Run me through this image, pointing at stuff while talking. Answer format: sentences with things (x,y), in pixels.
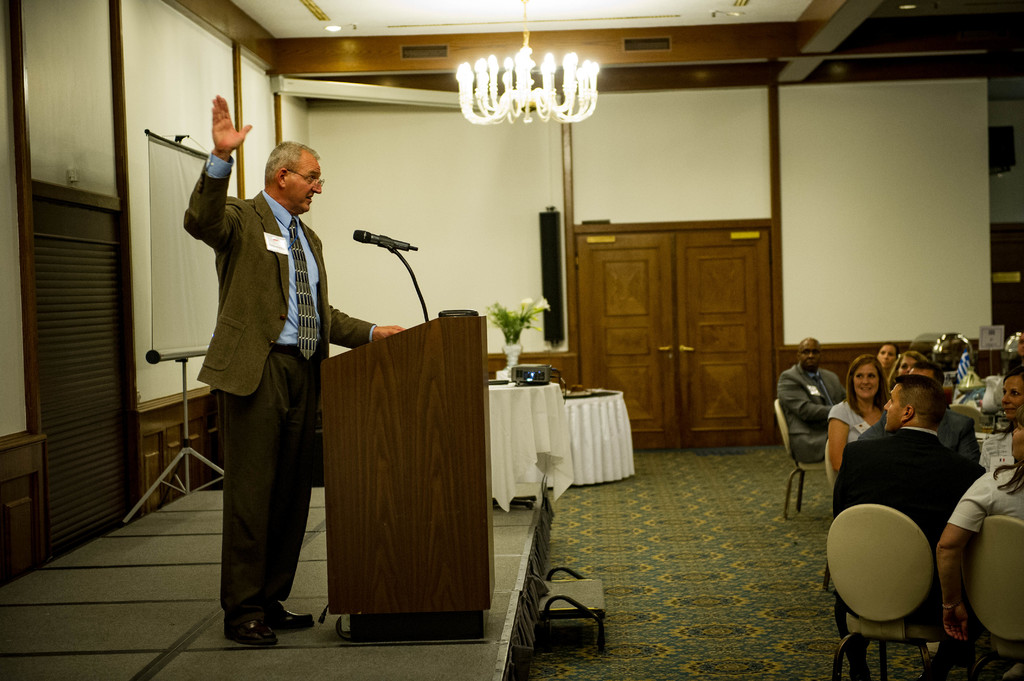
In this picture I can observe some people (815,419) sitting on the chairs (887,539) on the right side (916,385). On the left side (242,251) I can observe a man (238,386) standing in front of a podium (384,461). In the top of the picture (528,79) I can observe chandelier (528,85) hanging to the ceiling (536,19). In the background (615,231) I can observe doors (628,331).
